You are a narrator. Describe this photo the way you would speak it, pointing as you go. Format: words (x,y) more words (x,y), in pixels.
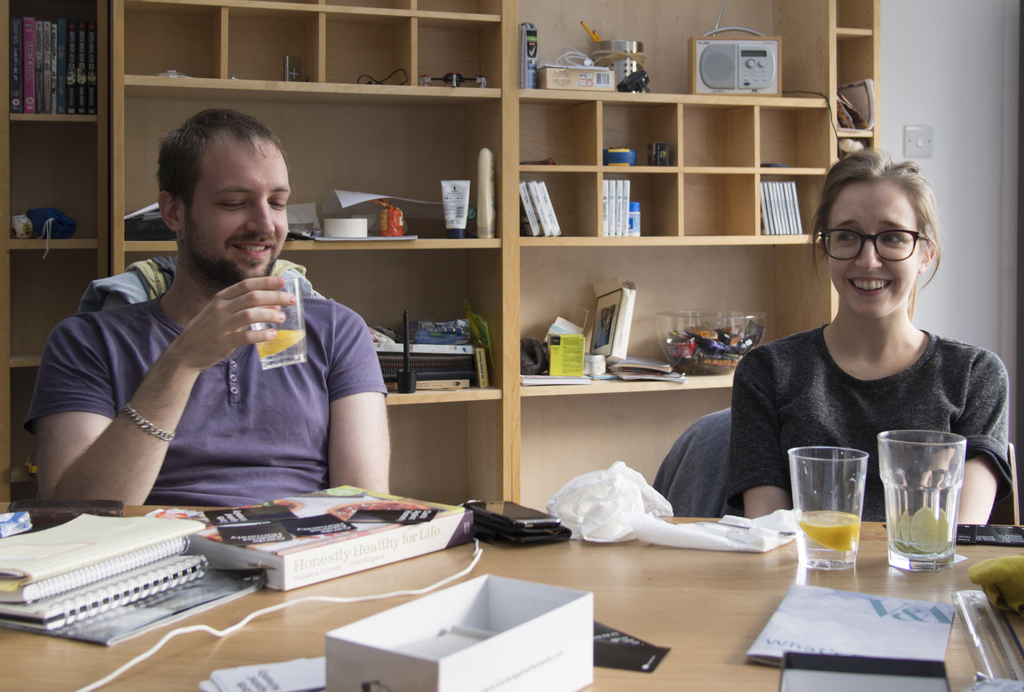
In this Picture we can see inside view of the room (248,495) in which a man (248,495) wearing purple t-shirt (217,459) is sitting on the chair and drinking a juice (280,334). beside we can see women (896,395) wearing black t-shirt (811,409) is sitting and smiling towards the camera, Behind we can see a wooden shelves (558,281) in which some books (611,193) files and cream tubes (454,201). On the top drawer (799,59) a radio (702,72) and some decorative products (608,75) are kept. On the front table (10,683) we can see some juice glasses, Books (920,630) and papers (305,683).
